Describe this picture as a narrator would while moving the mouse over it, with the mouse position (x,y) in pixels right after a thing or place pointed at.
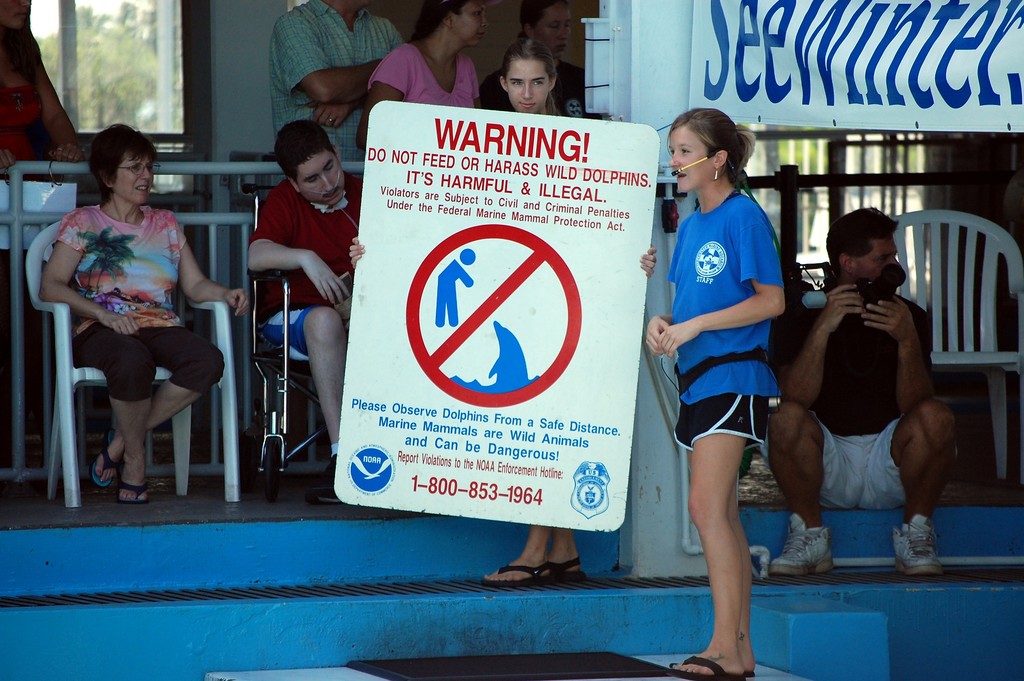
In this picture there is a woman (732,124) who is wearing blue t-shirt (736,348), short (710,415), sandal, earring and microphone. Beside her there is a another woman (532,546) who is holding a warning sign board (499,322). She is standing near to the pole (642,432). On the right (822,498) there is a man (874,323) who is wearing t-shirt (851,382), short (851,456), shoe (917,557) and holding a camera (875,296). Beside him I can see the chair (993,358) near to the window (909,191). In the top right corner (847,116) there is a banner (842,36). On the left (80,240) there is a woman (132,144) who is sitting on the plastic chair (80,377). Beside her there is a man (332,425) who is wearing t-shirt (318,246), short (279,321) and shoe (324,484). He is sitting on the wheelchair (292,379). At the top (329,44) there are three persons (351,37) were standing near to the fencing (238,168). In the top left corner (101,83), through the window (126,74) I can see the trees (122,43) and sky (86,5).
